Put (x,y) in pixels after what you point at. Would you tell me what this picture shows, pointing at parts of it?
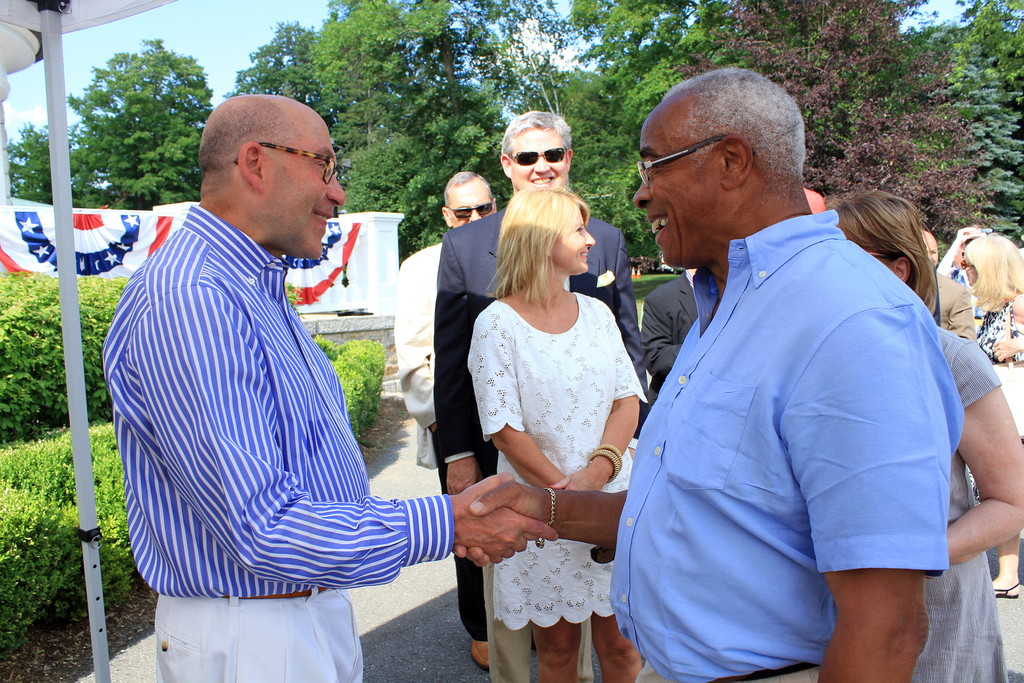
In this image there are a group of people (450,466) standing, in the foreground (265,435) there are two persons (436,524) who are shaking hands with each other and they are smiling. And in the background (888,97) there are some trees (169,99), on the left side (58,72) there is a pole (70,299) and there is a cloth (320,260) and a wall (361,238). At the bottom (378,639) there is a walkway (432,650).
